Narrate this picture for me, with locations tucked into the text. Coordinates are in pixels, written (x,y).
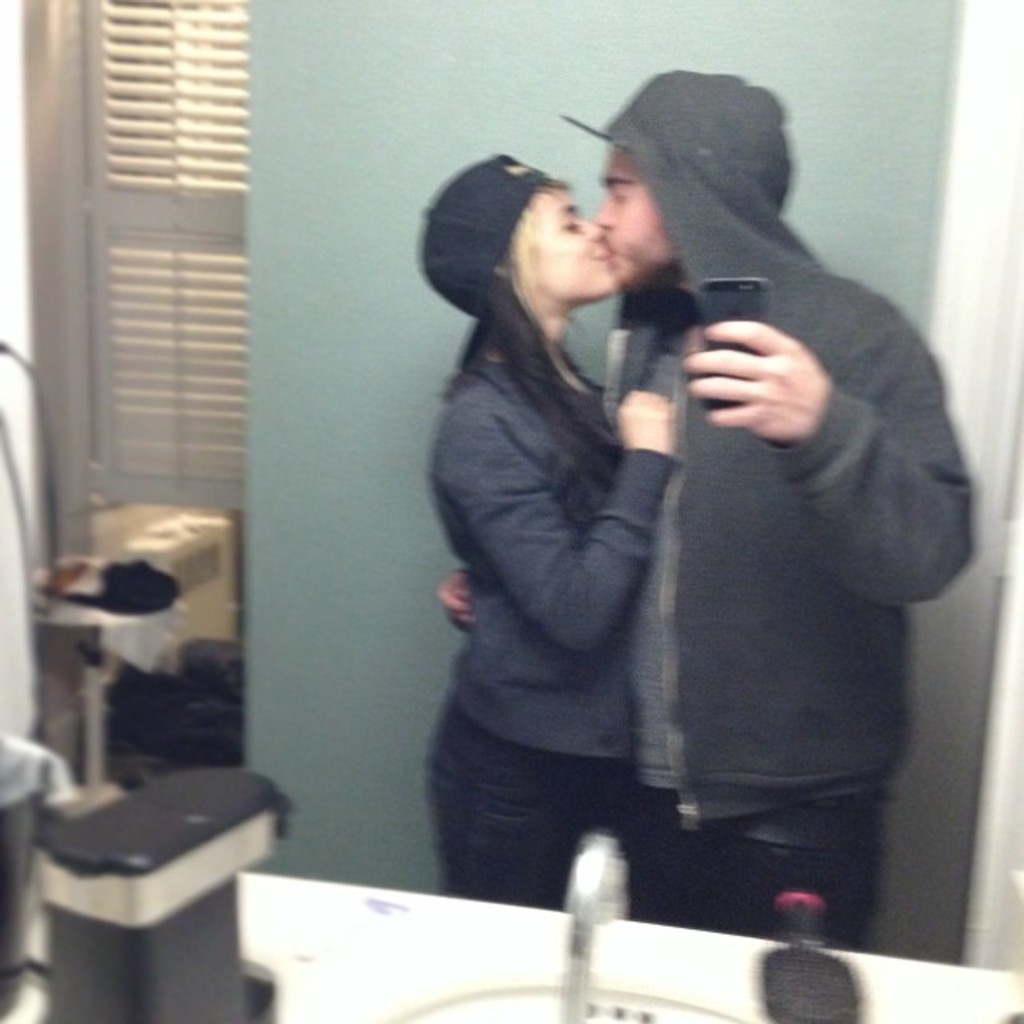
In this picture we can see a comb (815,947), tap (574,872), wall (341,580), window (180,281), mobile (763,303), cap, some objects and two people (609,566) standing.
